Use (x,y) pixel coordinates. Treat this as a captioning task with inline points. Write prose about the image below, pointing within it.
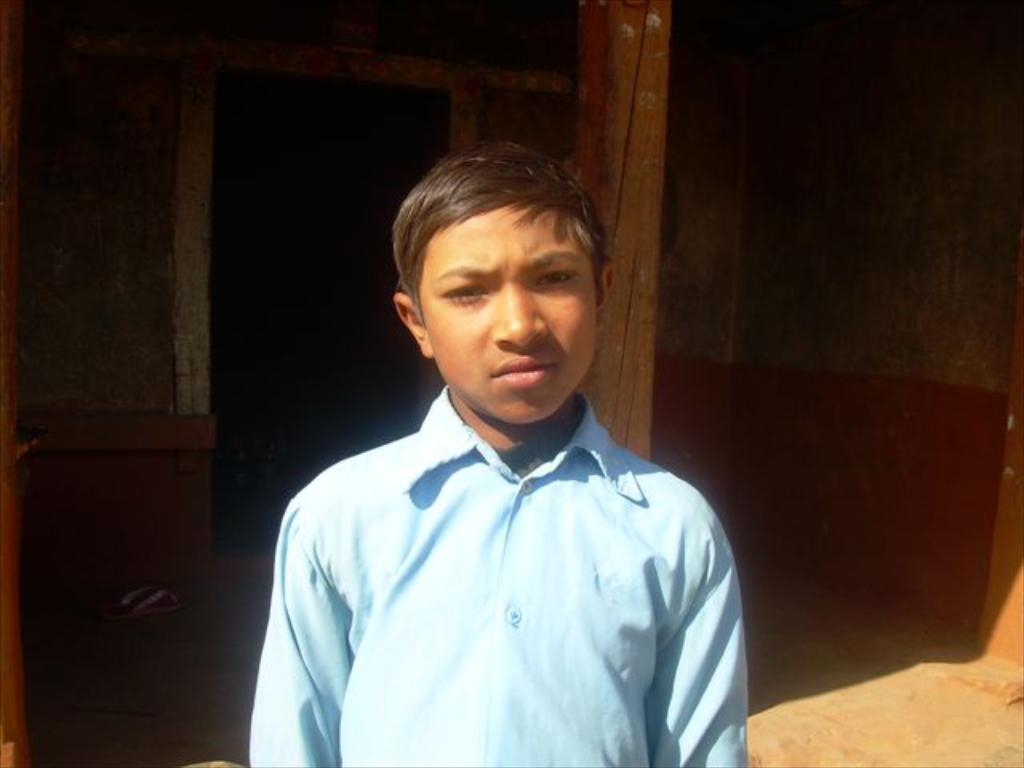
This is the man (470,561) standing. He wore a blue shirt (443,601). This looks like a wooden pillar (639,271). In the background (121,628), I think this is the small house (561,88). This looks like a footwear (132,607).
